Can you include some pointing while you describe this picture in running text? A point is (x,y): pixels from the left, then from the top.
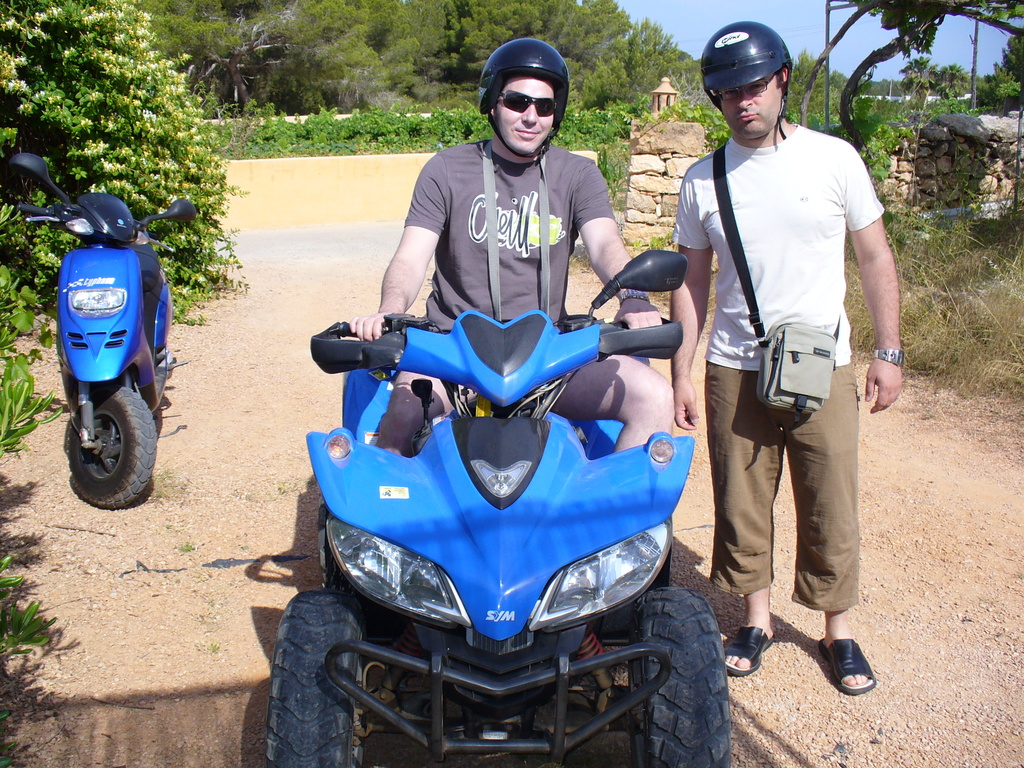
In the image I can see a person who is wearing the helmet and sitting on the vehicle (380,636) and to the side there is an other person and a bike (127,494) and also I can see some trees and plants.
